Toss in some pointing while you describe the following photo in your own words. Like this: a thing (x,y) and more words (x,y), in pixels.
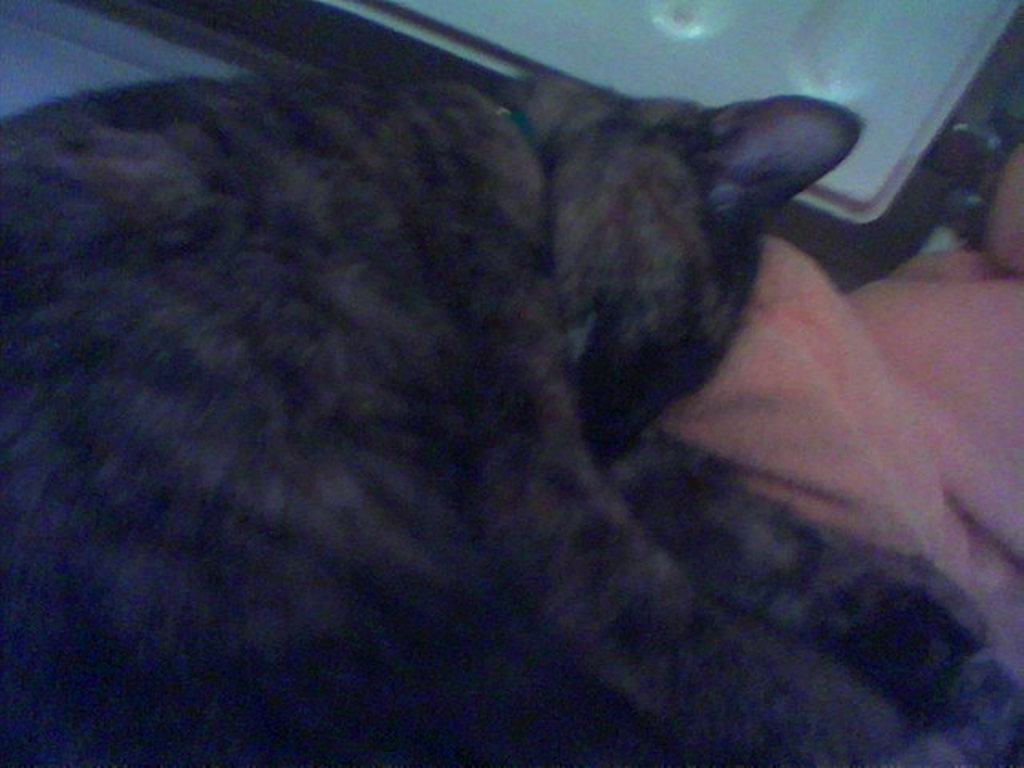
In this picture we can see a cat (610,400) in the front (605,395), at the bottom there is a cloth (875,401).
